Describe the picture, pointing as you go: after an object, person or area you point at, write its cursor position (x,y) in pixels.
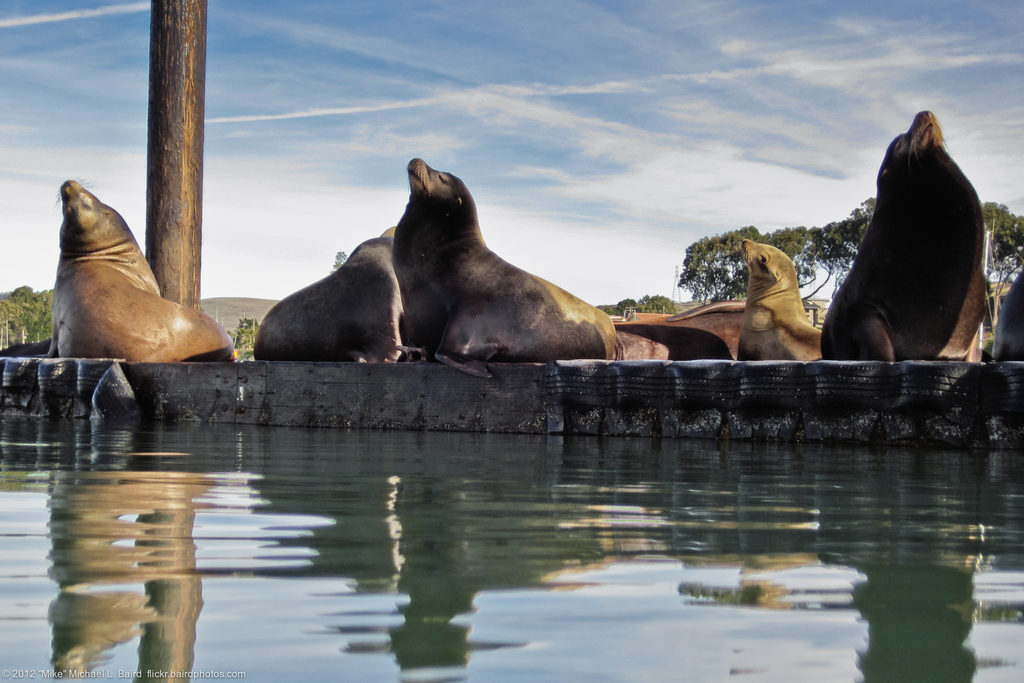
This image is taken outdoors. At the bottom of the image (455,593) there is a pond (619,610) with water (485,584). At the top of the image (496,145) there is a sky (680,105) with clouds (802,70). In the background (21,309) there are many trees (793,244). In the middle of the image (373,252) there are many seals (100,262) on the floor (359,401) and there is a pole (180,126).
